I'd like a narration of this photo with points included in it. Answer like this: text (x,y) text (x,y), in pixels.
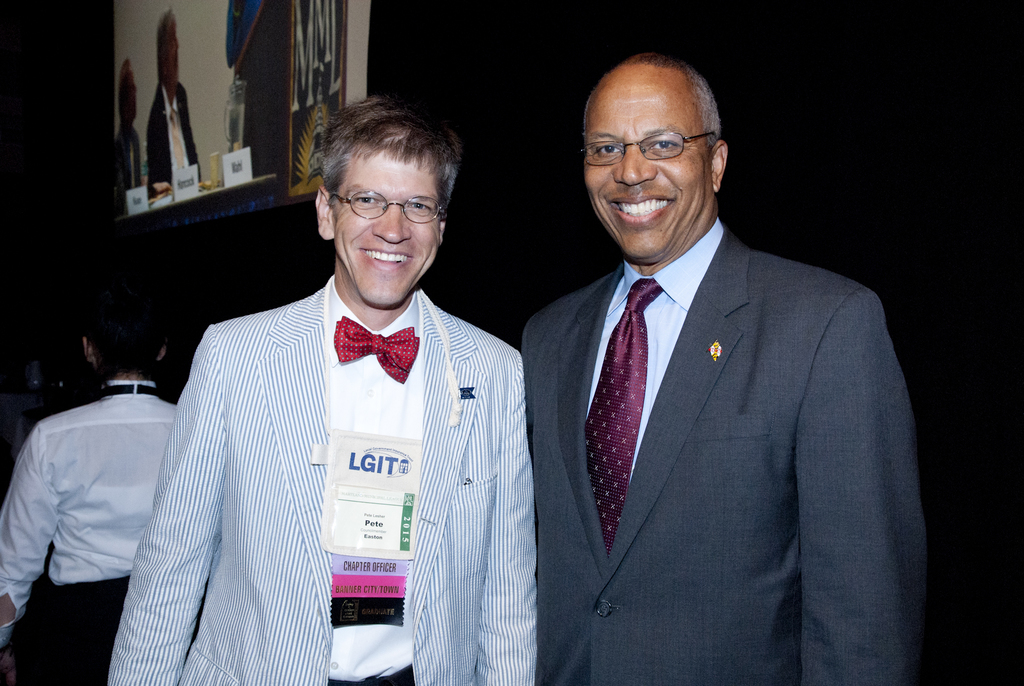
In this image, we can see people (634,201) standing and smiling and wearing glasses (367,203) and one of them is wearing a badge (349,503). In the background (208,74), there is a screen (210,81) and some part is dark.
